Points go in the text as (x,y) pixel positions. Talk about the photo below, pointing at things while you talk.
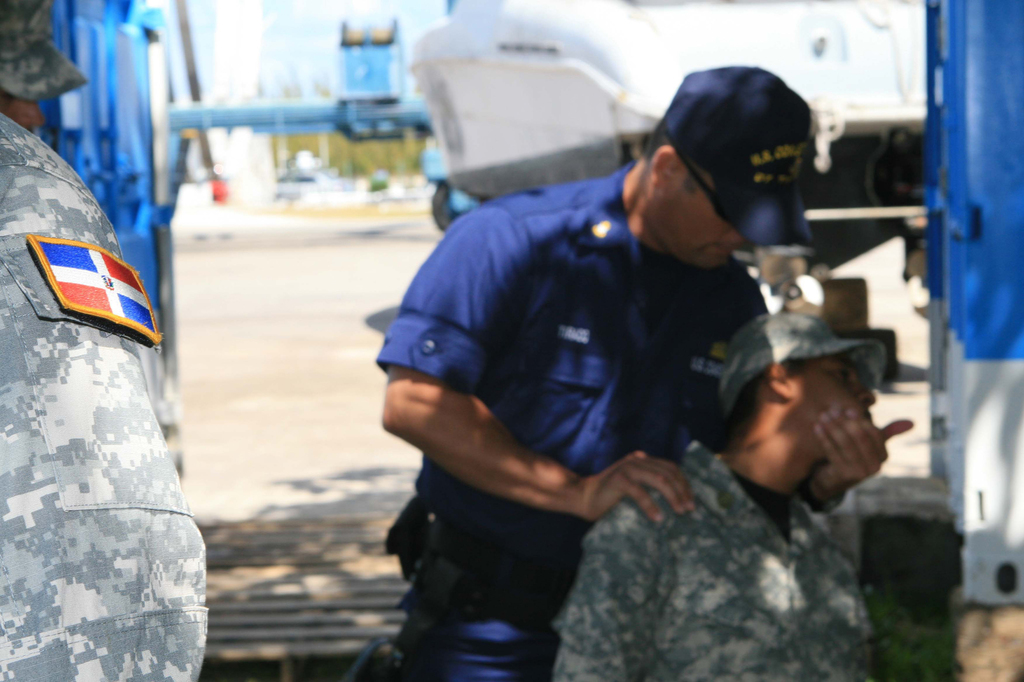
This picture shows a man (520,277) standing and holding a man (818,447) with his hand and we see a man (66,539) standing on the side and we see a boat (466,102) and all the people (73,398) wore caps (743,210) on their heads (730,247).
